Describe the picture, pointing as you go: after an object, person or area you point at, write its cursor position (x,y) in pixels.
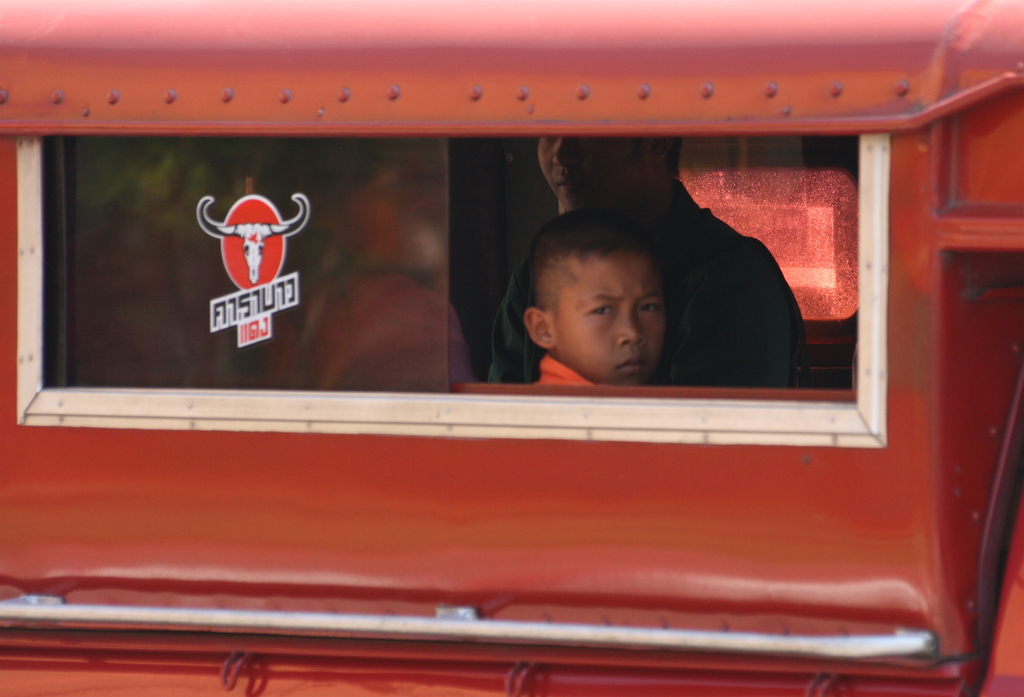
In this image we can see few persons (379,279) are sitting inside a vehicle (301,272) and there is a sticker (239,269) on the window glass (364,283) of the vehicle (26,683).
